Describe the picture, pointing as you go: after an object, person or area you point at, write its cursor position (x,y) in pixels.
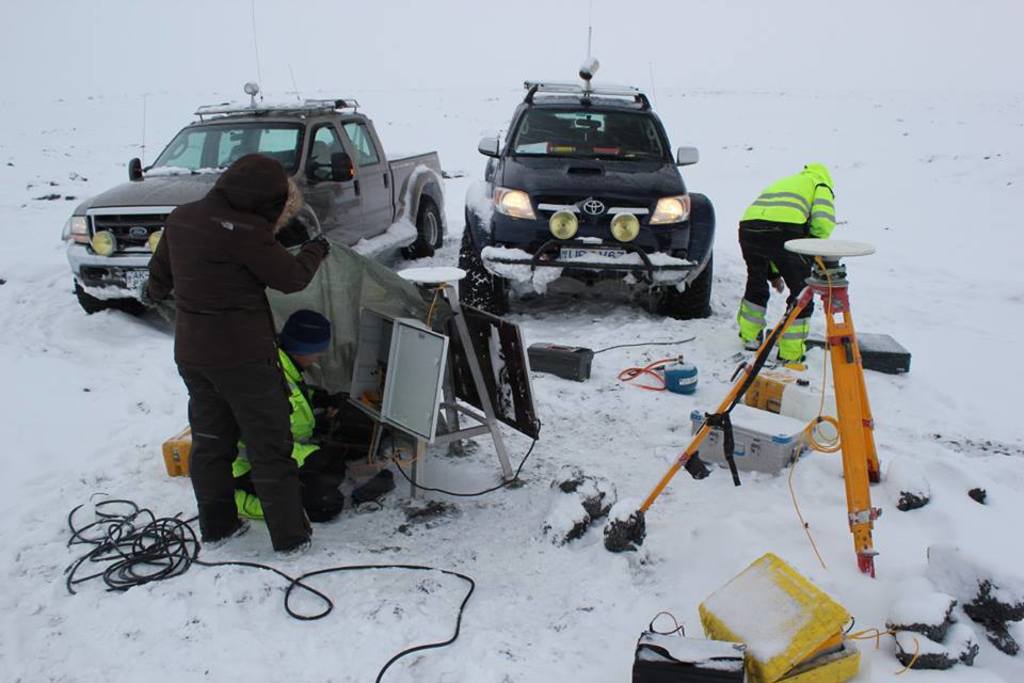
On the left side (210,408), there is a person (210,408) in black color dress (237,386), standing and holding a cloth (336,262). Beside him, there is another person (328,431), who is working on the snow surface (394,501), on which there is a cable (176,538), a stand (867,410), a person (803,327), two vehicles (613,230) and other objects (413,399). And the background (37,92) is white in color.
